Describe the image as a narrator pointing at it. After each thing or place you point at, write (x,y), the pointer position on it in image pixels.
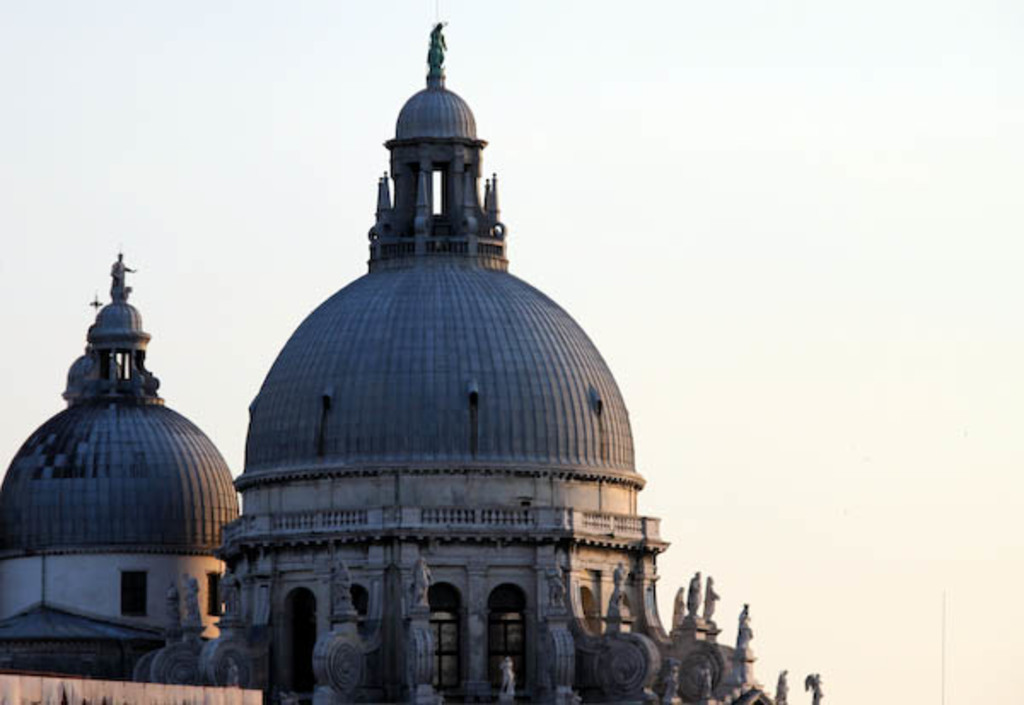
In this image there are two domes (429,427) at left side of this image (204,524) and there is a sky (745,241) in the background (557,183).
